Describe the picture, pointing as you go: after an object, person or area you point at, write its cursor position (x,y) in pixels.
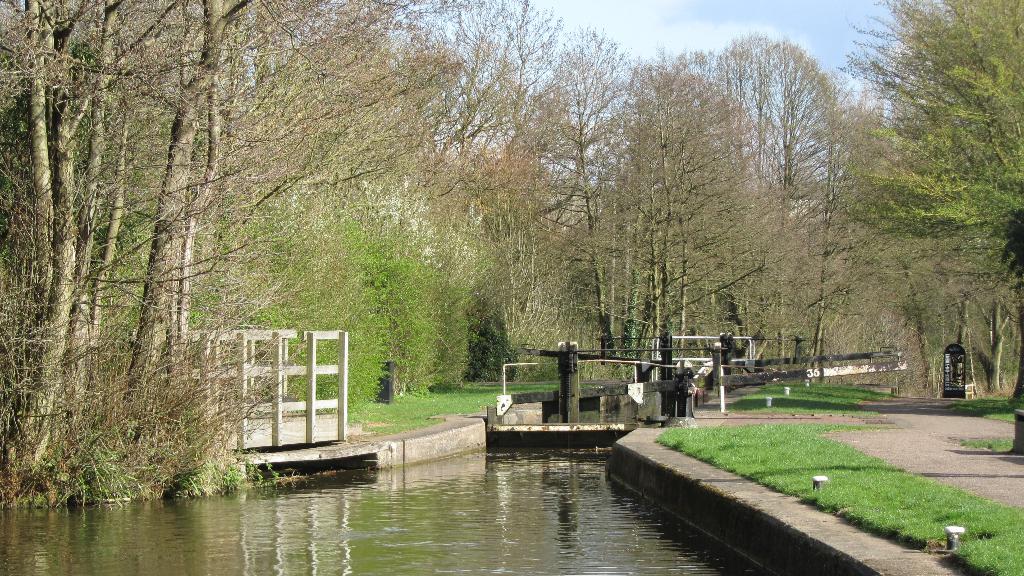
In the image in the center (462,364) we can see water (682,565), trees (26,344), grass (788,461), poles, fence (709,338), lock gates (665,408) and few other objects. In the background (461,57) we can see the sky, clouds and trees (301,182).
